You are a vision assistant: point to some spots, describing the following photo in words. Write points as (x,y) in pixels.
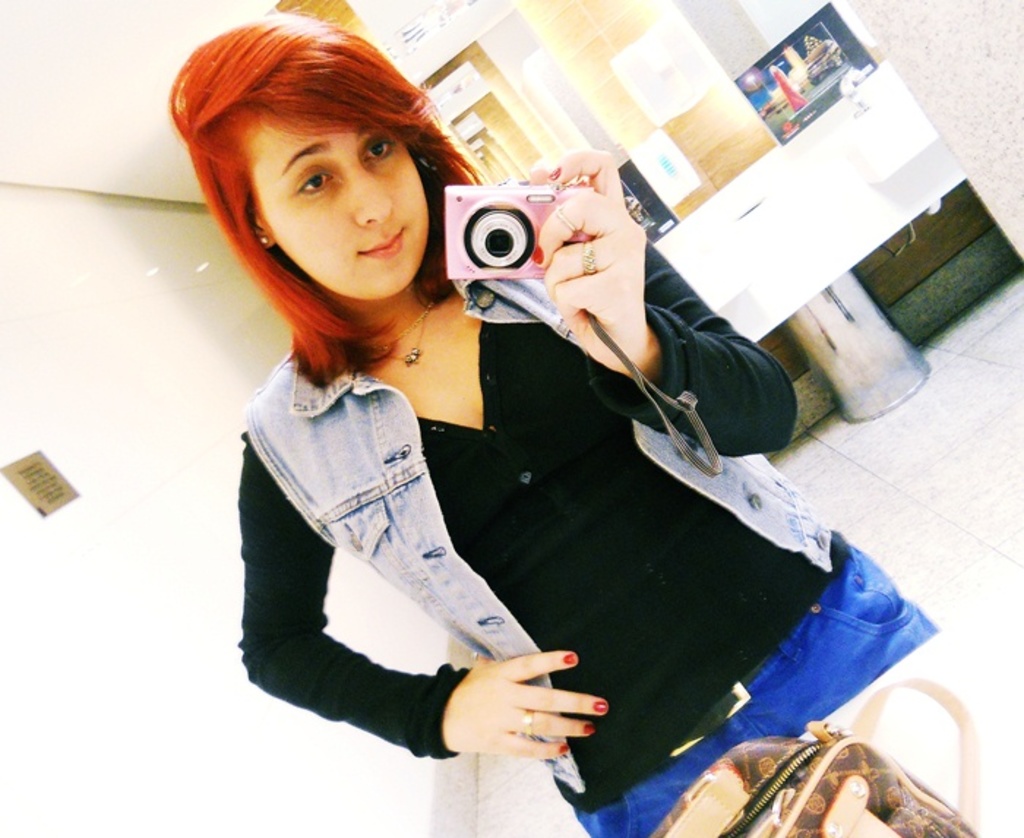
In this image there is a woman (512,546) holding a digital camera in her hand (583,323).
